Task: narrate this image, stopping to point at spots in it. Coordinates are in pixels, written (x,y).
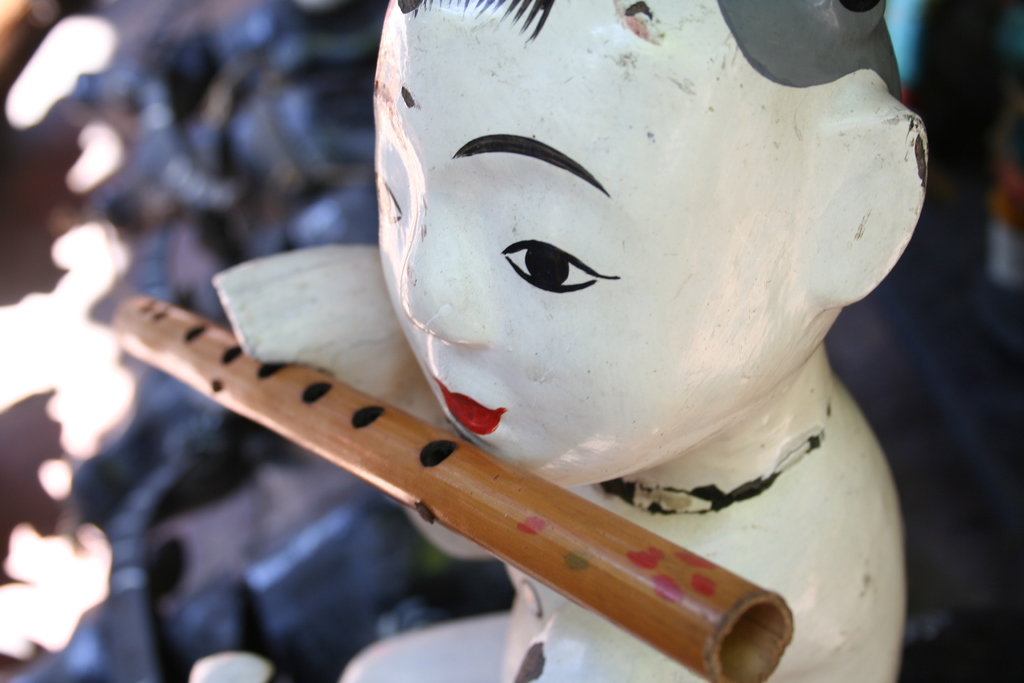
In this picture we can see a sculpture (662,433) with a wooden flute (423,448). Behind the sculpture (462,372) there is the blurred background (926,533).
